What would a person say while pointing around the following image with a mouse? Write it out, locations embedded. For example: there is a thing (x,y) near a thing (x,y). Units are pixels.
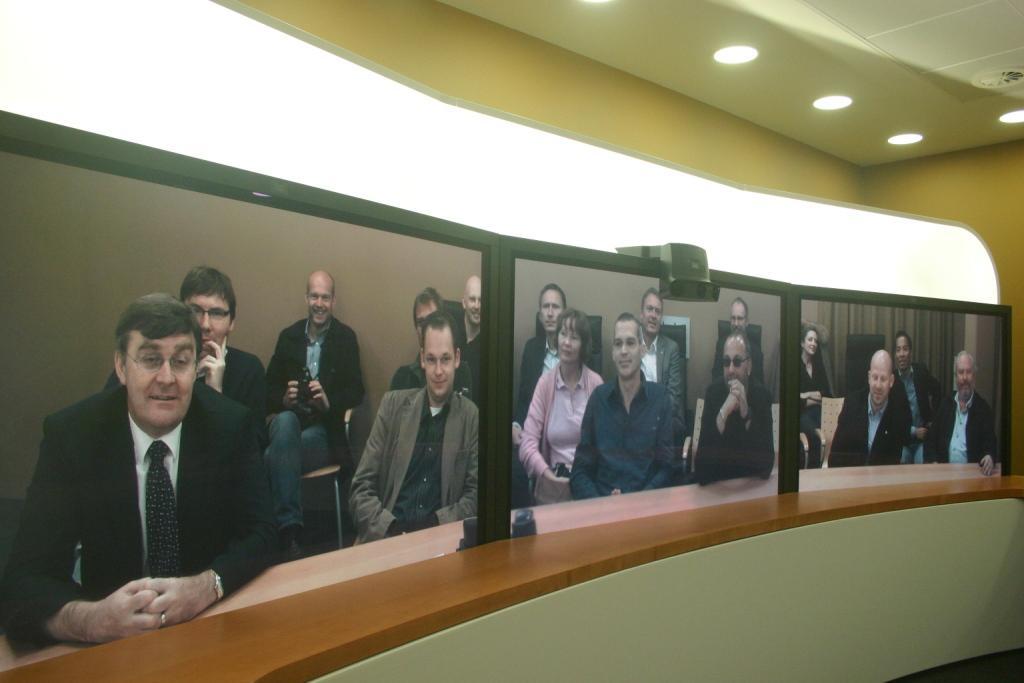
In this image there are people (615,412) sitting on the chairs (849,391). Behind them there is a wall (692,316), curtain (862,323) and a few other objects (847,349). In front of them there is a glass (359,415). On top of the glass (359,415) there is some object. There is a wooden platform (507,549). On top of the image (613,185) there are lights (595,153).
